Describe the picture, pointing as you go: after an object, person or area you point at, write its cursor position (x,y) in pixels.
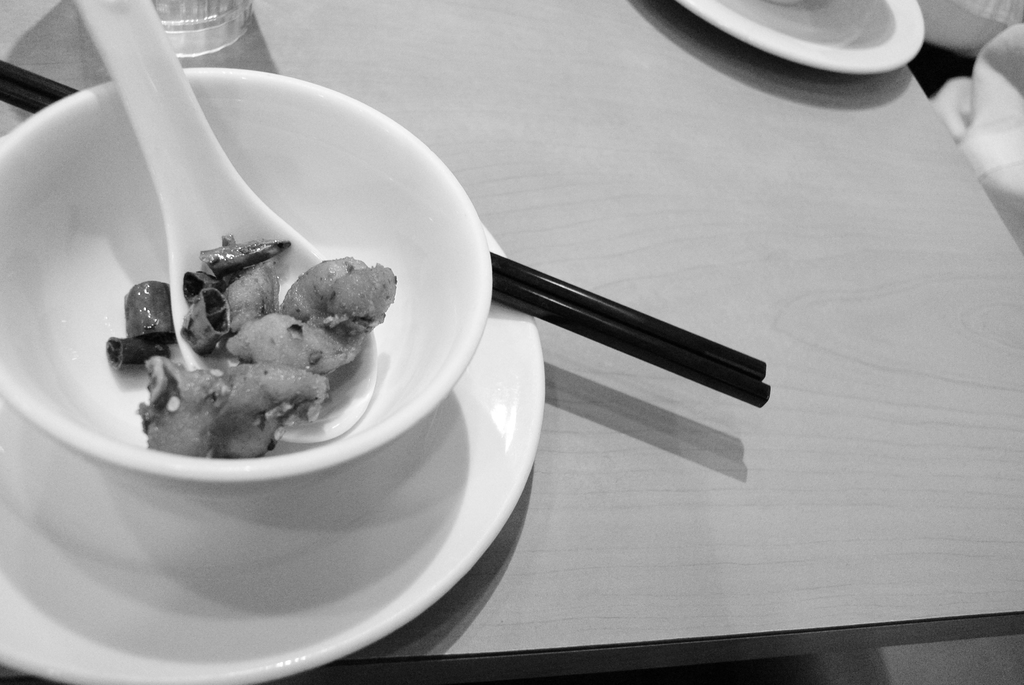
in this image there is food (204,437), spoon (126,37), bowl (294,473), plate (495,346), chopsticks (521,300), glass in table (575,498).
